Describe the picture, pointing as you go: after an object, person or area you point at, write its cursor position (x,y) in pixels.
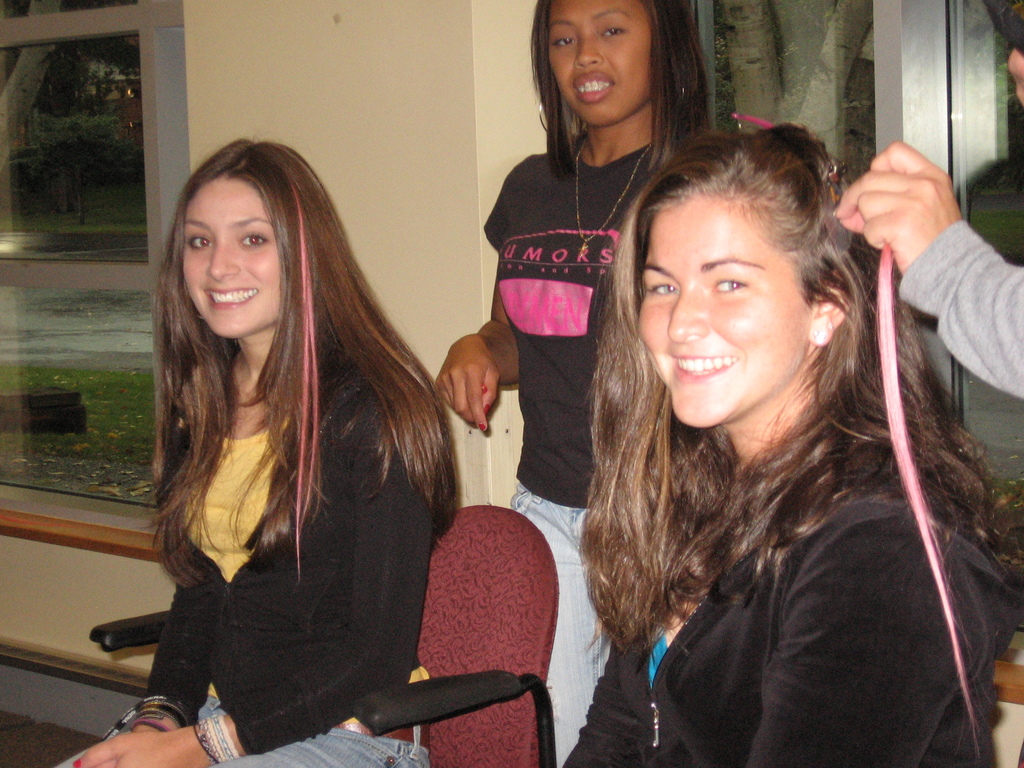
In this picture there are two people (373,593) sitting on the chairs (449,543) and the other two people (665,133) standing behind them.
